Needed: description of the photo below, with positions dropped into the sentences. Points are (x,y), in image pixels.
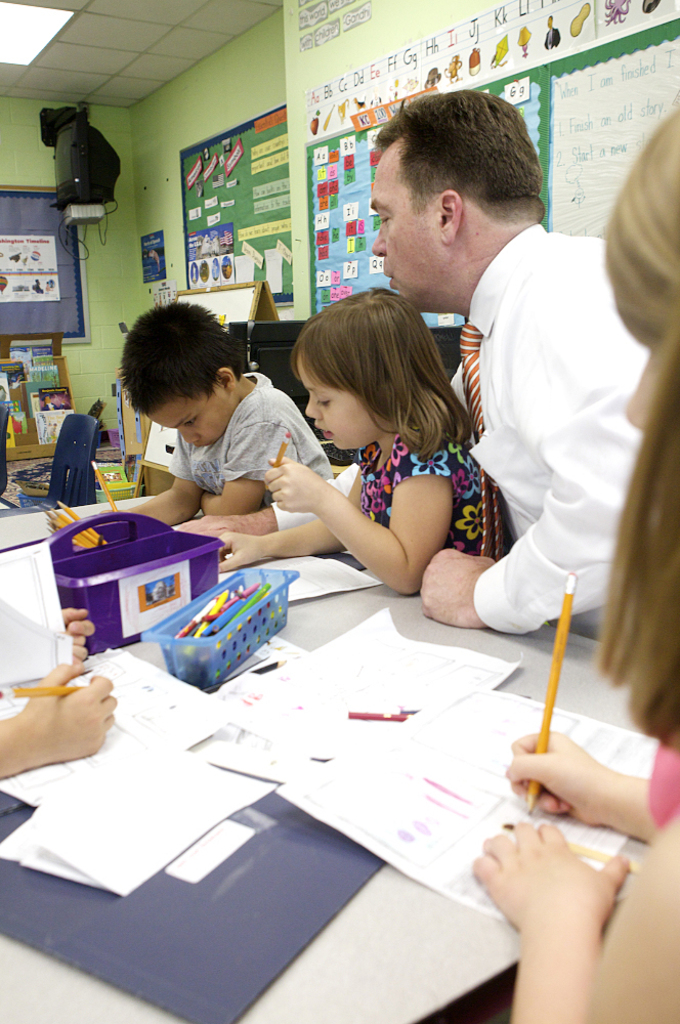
In this image, we can see few people (468,504). In the middle of the image (340,634). there is a table (384,964), so many things (264,739) and objects (215,739) are placed on it. Background (139,298) there is a wall (152,301), posters (198,256), board (258,249), some object (222,316). Here we can see a light (14,29).
